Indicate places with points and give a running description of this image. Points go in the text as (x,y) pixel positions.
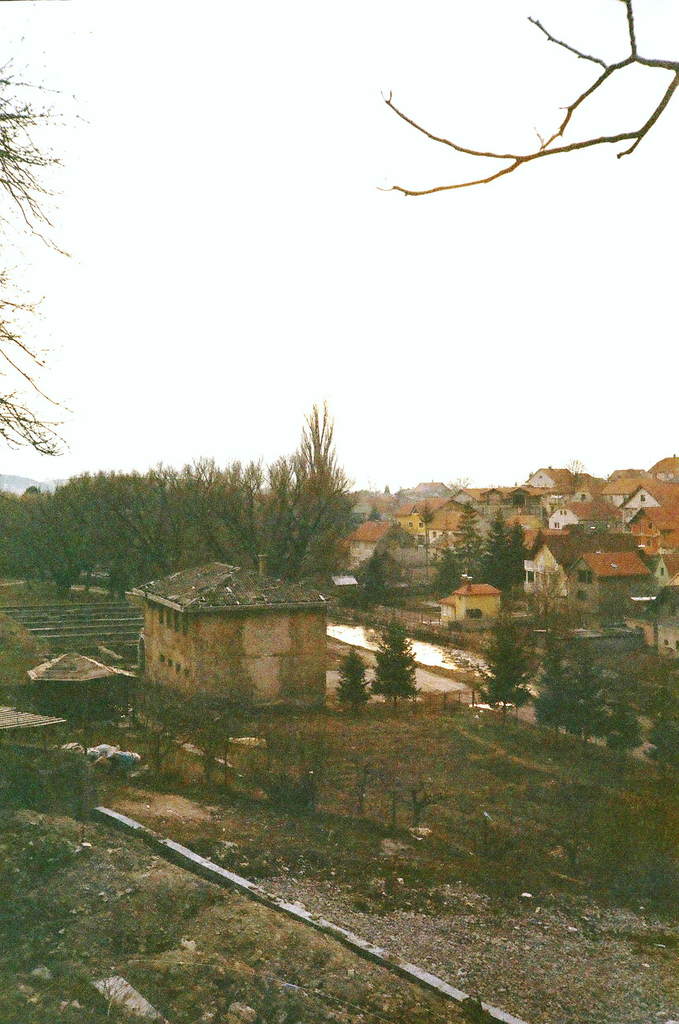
In this image there are trees (507,662), houses (242,573), sky (388,233) and objects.
